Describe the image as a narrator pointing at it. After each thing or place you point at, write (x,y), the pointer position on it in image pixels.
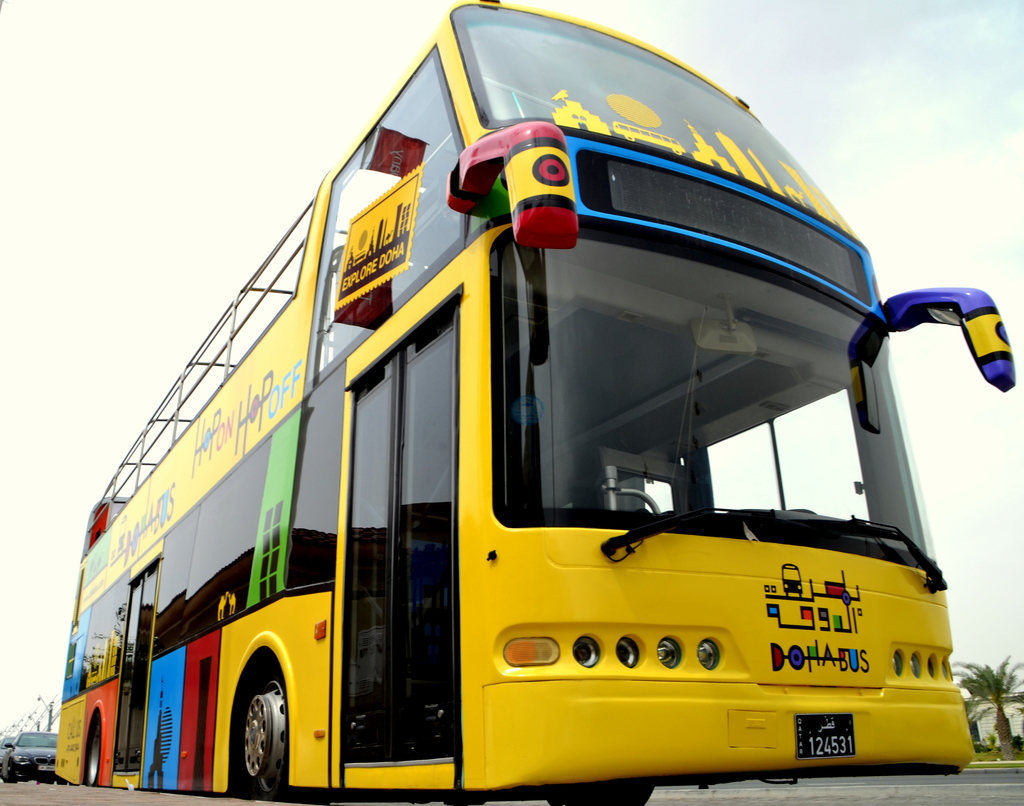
In this image, I can see a Double-decker bus (175,700) and a car (10,760) on the road (674,793). At the bottom right side of the image (991,691), I can see a tree (978,692). In the background (929,224), there is the sky (661,20).
